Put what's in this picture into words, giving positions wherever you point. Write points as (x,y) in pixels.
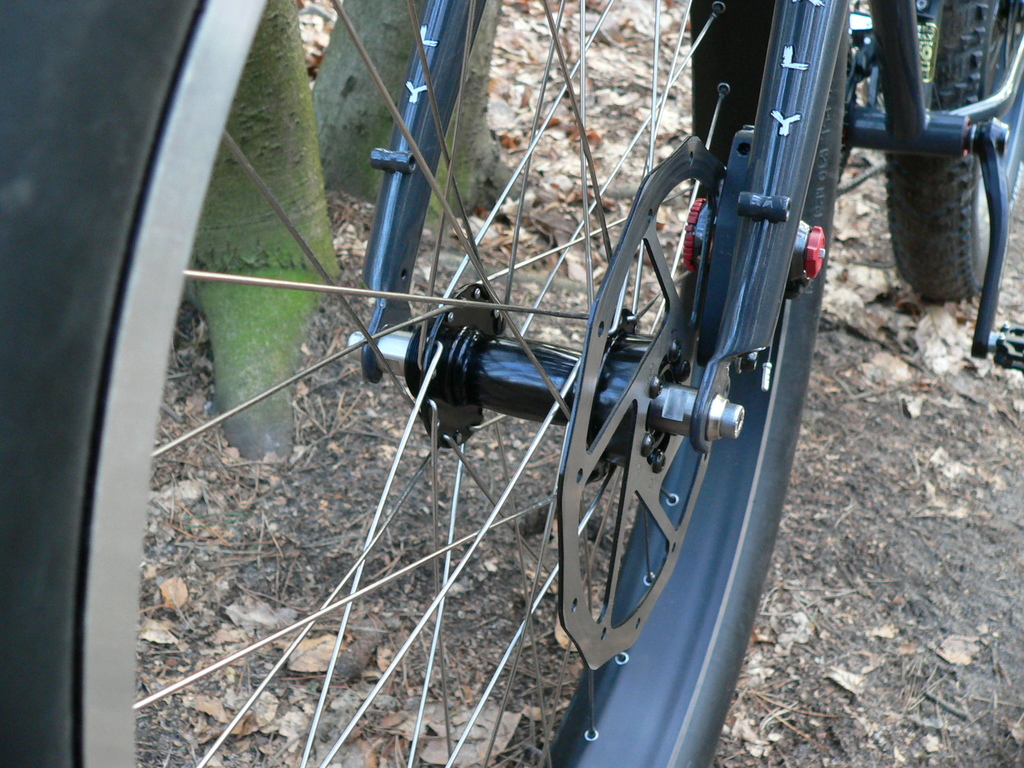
In this image I can see there is the cycle (617,430) with spokes (459,445), at the top (478,148) it looks like the barks (294,144) of trees (446,179).
